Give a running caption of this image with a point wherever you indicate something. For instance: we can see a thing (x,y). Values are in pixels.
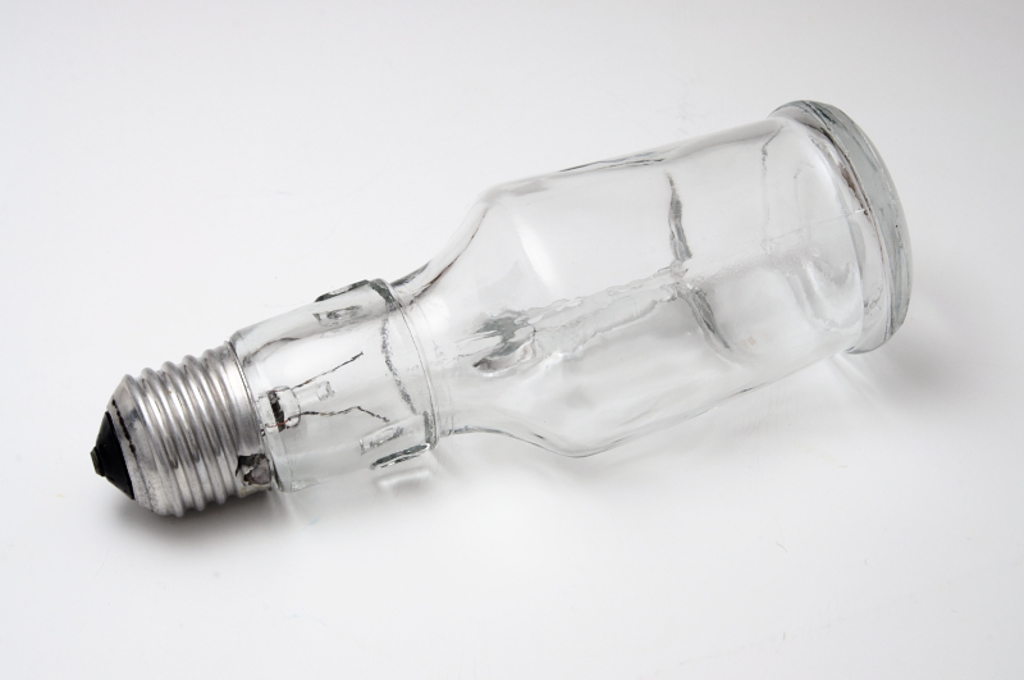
In this image i can see a white color background (226,230) and on the background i can see a glass light bulb (744,327) and there is a metal base (194,454) on the bulb (573,321).
